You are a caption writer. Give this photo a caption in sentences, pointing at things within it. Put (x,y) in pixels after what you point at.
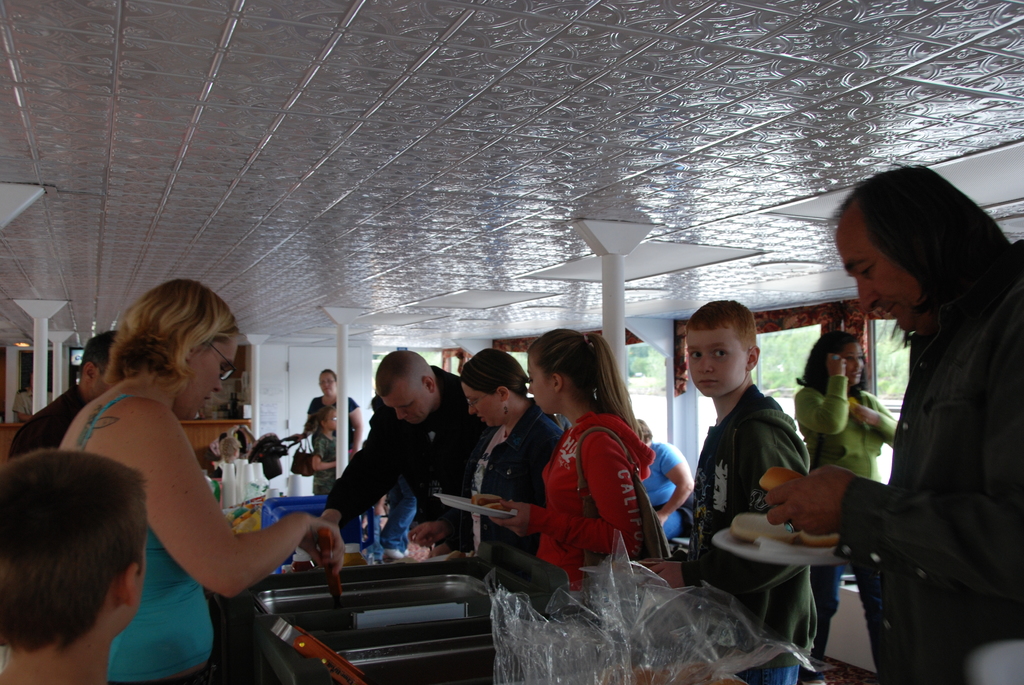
In this image, we can see persons (551,398) wearing clothes (147,563). There is a dish (356,609) and plastic cover (550,604) in the middle of the image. There are pillars (606,289) on the left (42,395) and in the middle of the image (342,346). There is a ceiling (599,105) at the top of the image (577,77).
